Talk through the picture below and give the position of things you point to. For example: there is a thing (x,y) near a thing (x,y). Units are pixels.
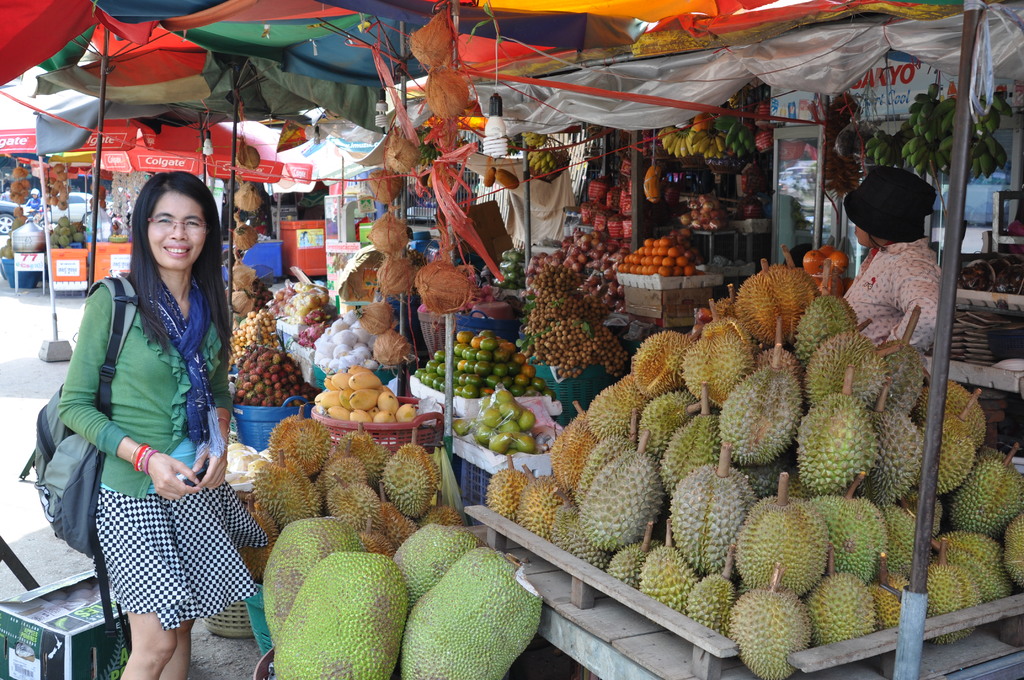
In front of the image there is a woman (211,324) with a smile on her face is standing in front of a fruit stall (494,449) with different kinds of fruits (489,361). In the stall (659,291) there is a vendor (932,269). Behind the woman (184,431) there is a box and there are other stalls (346,226). At the top of the image (361,135) there are tents (64,104) supported by metal rods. In the background of the image (50,212) there are cars (69,212).
